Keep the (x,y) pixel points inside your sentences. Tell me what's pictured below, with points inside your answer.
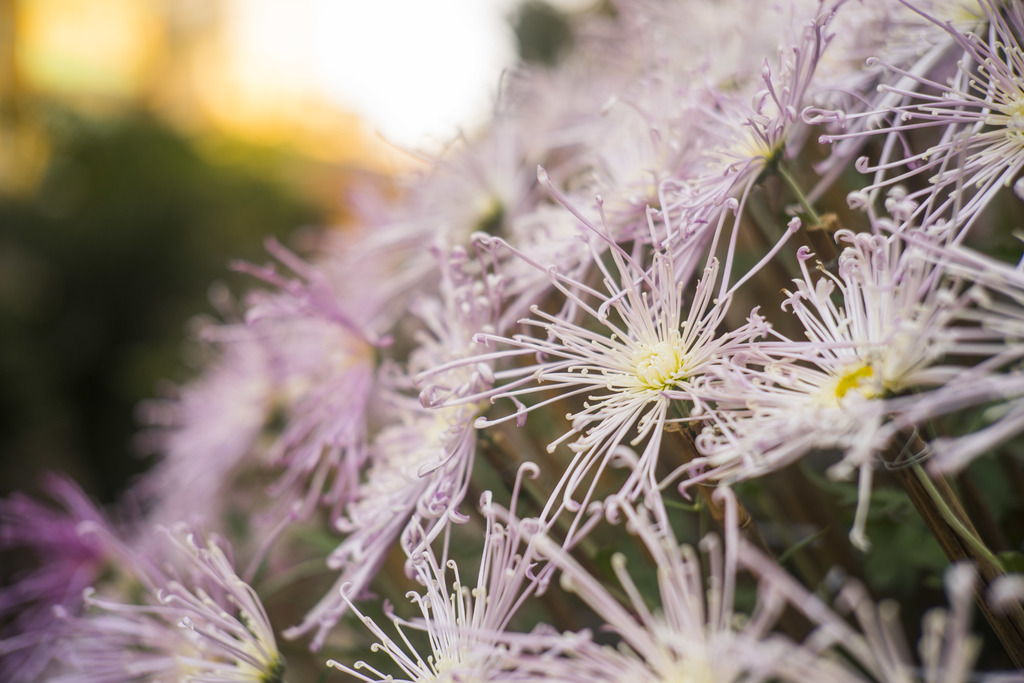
In this picture we can see a few flowers (876,337). Background (91,17) is blurry.
